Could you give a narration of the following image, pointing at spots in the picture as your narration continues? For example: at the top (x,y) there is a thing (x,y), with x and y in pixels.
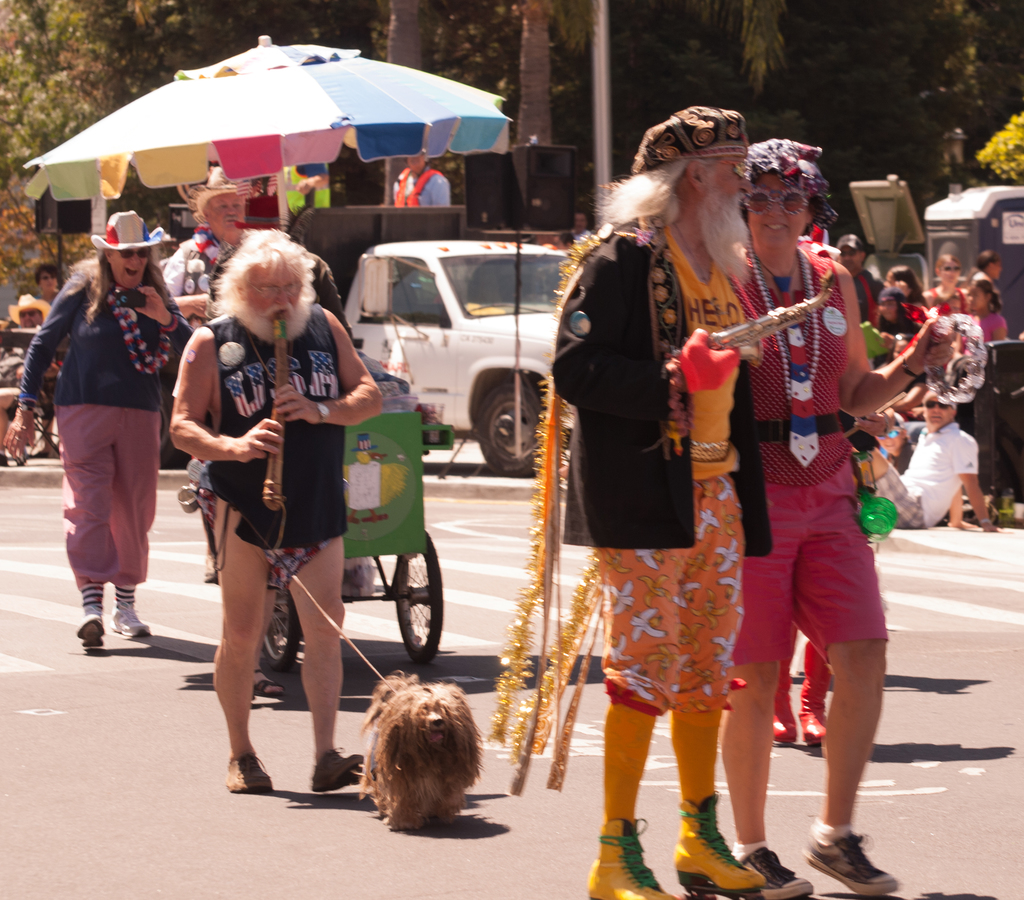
As we can see in the image there are trees (290,21), trucks (417,266), few people (559,286) standing here and there and there is a dog (427,744).
